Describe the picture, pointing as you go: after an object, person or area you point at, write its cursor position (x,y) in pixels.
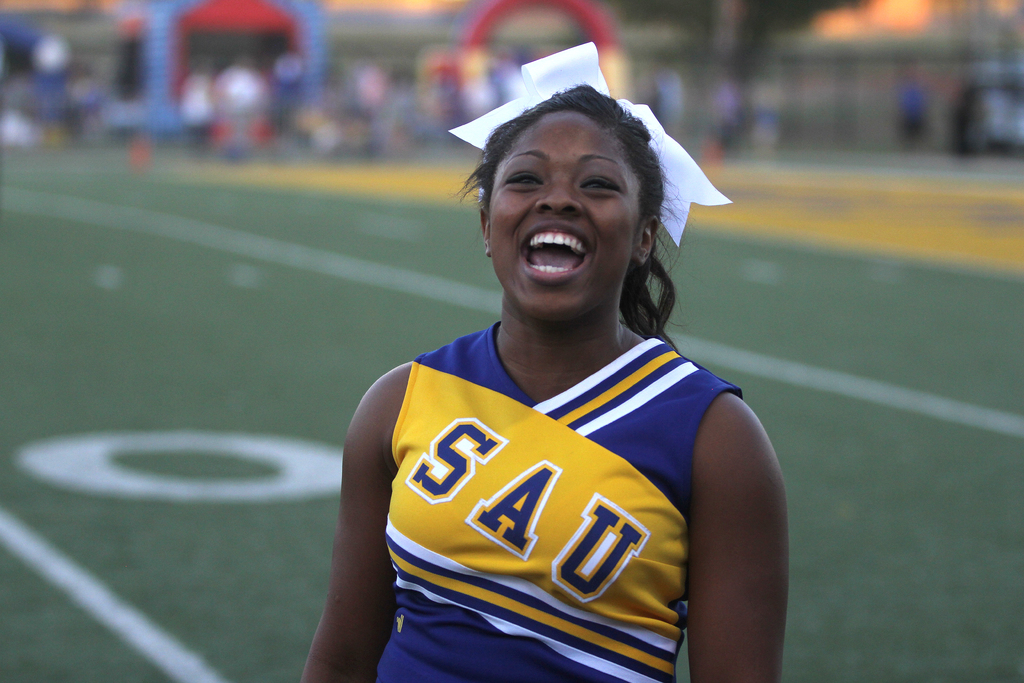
This image is taken outdoors. At the bottom of the image (181,605) there is a ground (198,547) with grass (850,321) on it. In this image the background (252,84) is a little blurred. There are a few people (490,90). In the middle of the image (496,269) there is a woman (562,423) standing on the ground (304,581) and she is shouting. She has worn a ribbon (505,109).
